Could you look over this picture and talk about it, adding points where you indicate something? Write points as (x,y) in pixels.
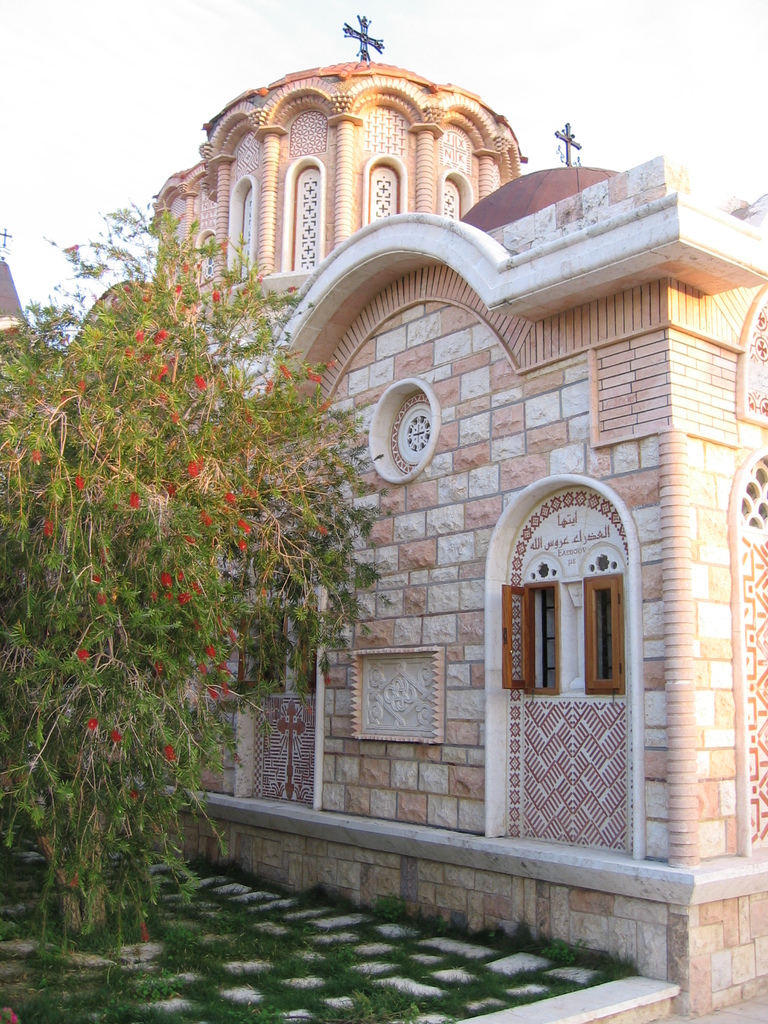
In this image I see a building (482,364) and I see the path (573,977) on which there is green grass (158,921) and I see the plants (101,445) and I see red color flowers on it. In the background (43,288) I see the sky (397,55).
